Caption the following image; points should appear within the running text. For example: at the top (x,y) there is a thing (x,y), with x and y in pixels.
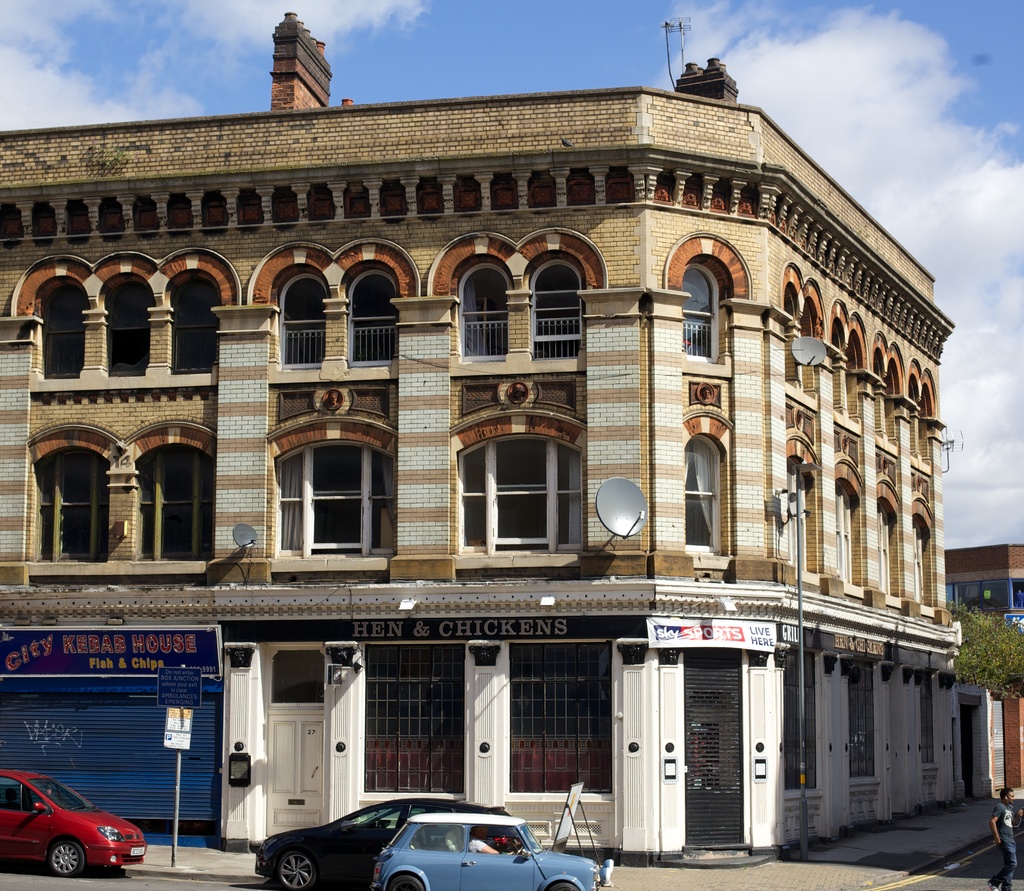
In this image we can see the buildings (813,604), tree (989,626), satellite dishes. We can also see the sign board pole (179,719) and also informational board (573,801). At the top (228,50) there is sky (806,52) with the clouds (956,303) and at the bottom (107,854) we can see the vehicles (501,865) passing on the road (920,887). There is also a person (1012,812) visible in this image.
